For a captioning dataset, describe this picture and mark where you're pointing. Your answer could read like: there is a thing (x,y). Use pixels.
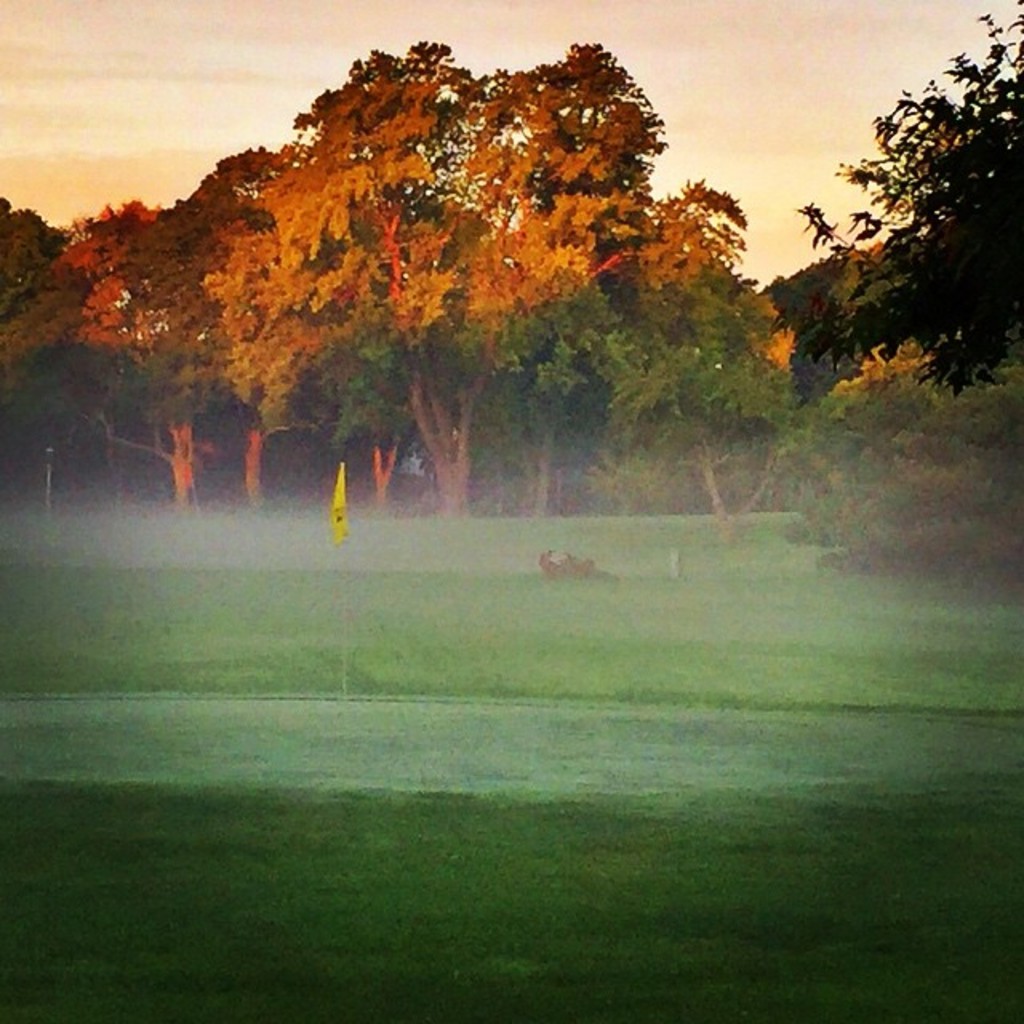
In this image I can see few trees (947,312). They are in yellow, orange and green color. I can see a yellow color flag (342,518) in the garden (600,579). The sky (225,80) is in white color.
